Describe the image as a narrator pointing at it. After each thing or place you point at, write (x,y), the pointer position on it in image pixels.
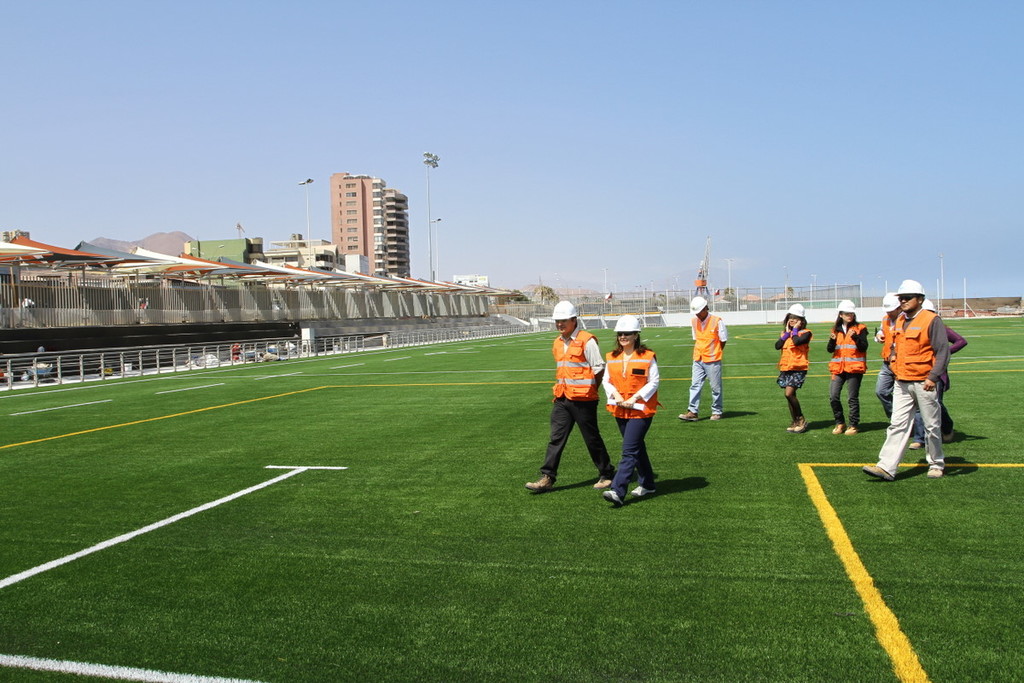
In this image there are few people (835,371) wearing helmets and walking in the ground (495,480), there are few objects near the fence (45,294), there are buildings (343,199), sheds (246,272), flags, lights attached to the poles (308,220) and the sky (266,213).
